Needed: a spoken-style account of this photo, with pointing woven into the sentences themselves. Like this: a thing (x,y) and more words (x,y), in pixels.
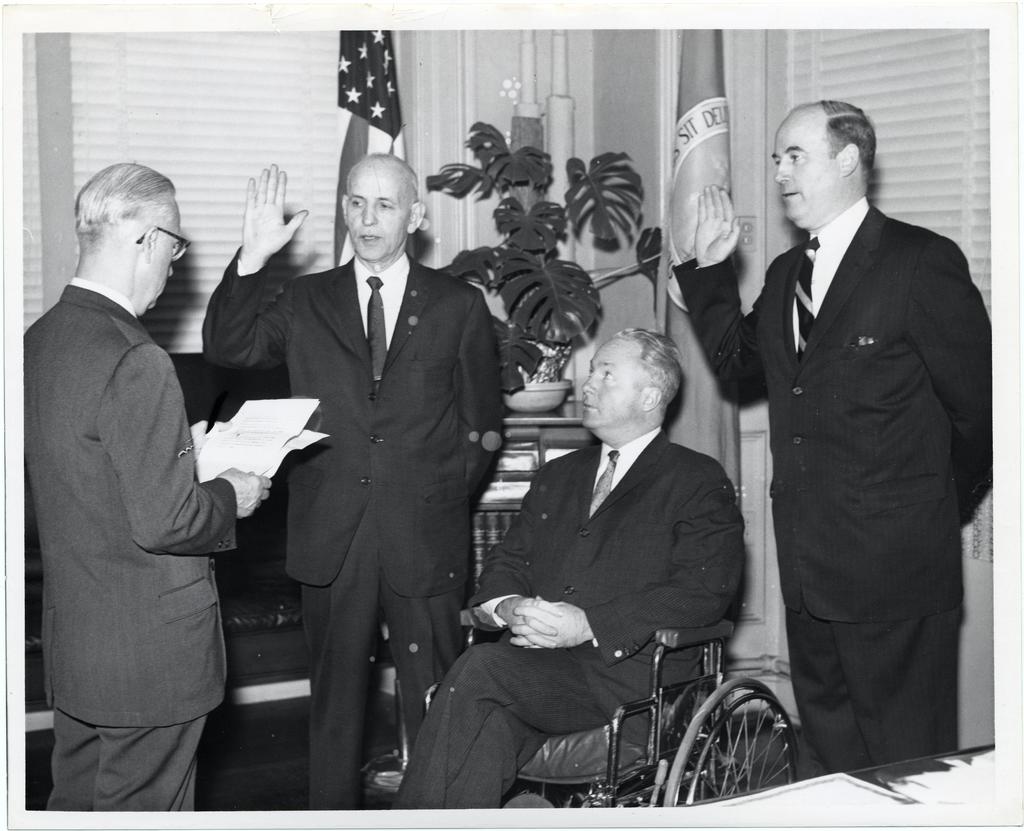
In this black and white picture there is a man (625,529) sitting on a wheelchair (702,726). Beside him there are three men (391,351) standing. Behind them there is a table (525,435). There is a house plant (534,219) on the table (522,423). Beside the table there are flags (679,113) to the poles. In the background (427,120) there is a wall (787,74).
